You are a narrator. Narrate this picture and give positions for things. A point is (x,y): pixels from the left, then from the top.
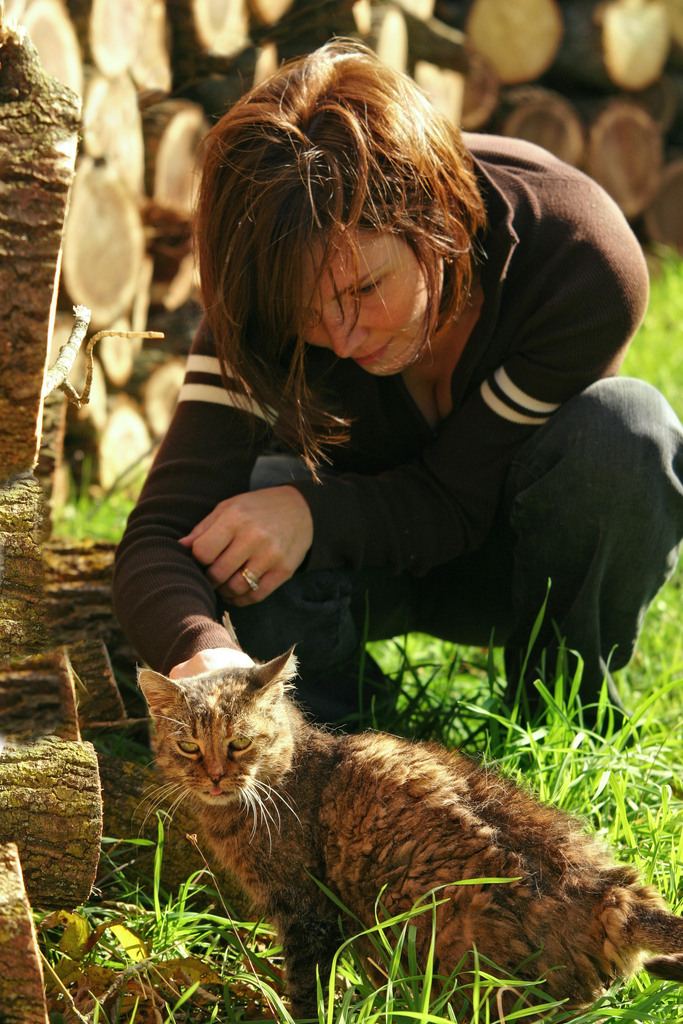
In this picture there is a woman (223,292) wearing black colour shirt (230,469) seeing the cat (207,694) and background of her there is a bunch of wood (148,150) kept and theres grass (107,511) on the floor (105,509) and women (184,566) wearing a ring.
